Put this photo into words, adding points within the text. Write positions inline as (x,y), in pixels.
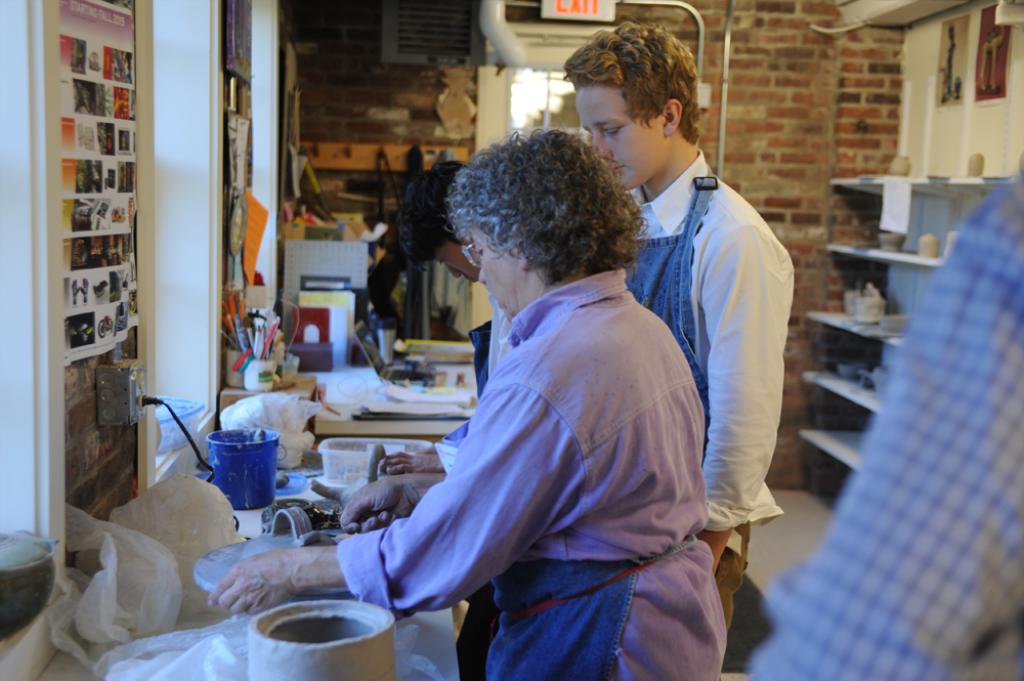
In this image we can see a few people (513,330) standing, in front of them, there is a table (427,426), on the table (420,437), we can see the bucket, papers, laptop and some other objects (317,650), also we can see some posters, there are shelves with some objects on it and in the background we can see the wall (758,114) and an exit board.
